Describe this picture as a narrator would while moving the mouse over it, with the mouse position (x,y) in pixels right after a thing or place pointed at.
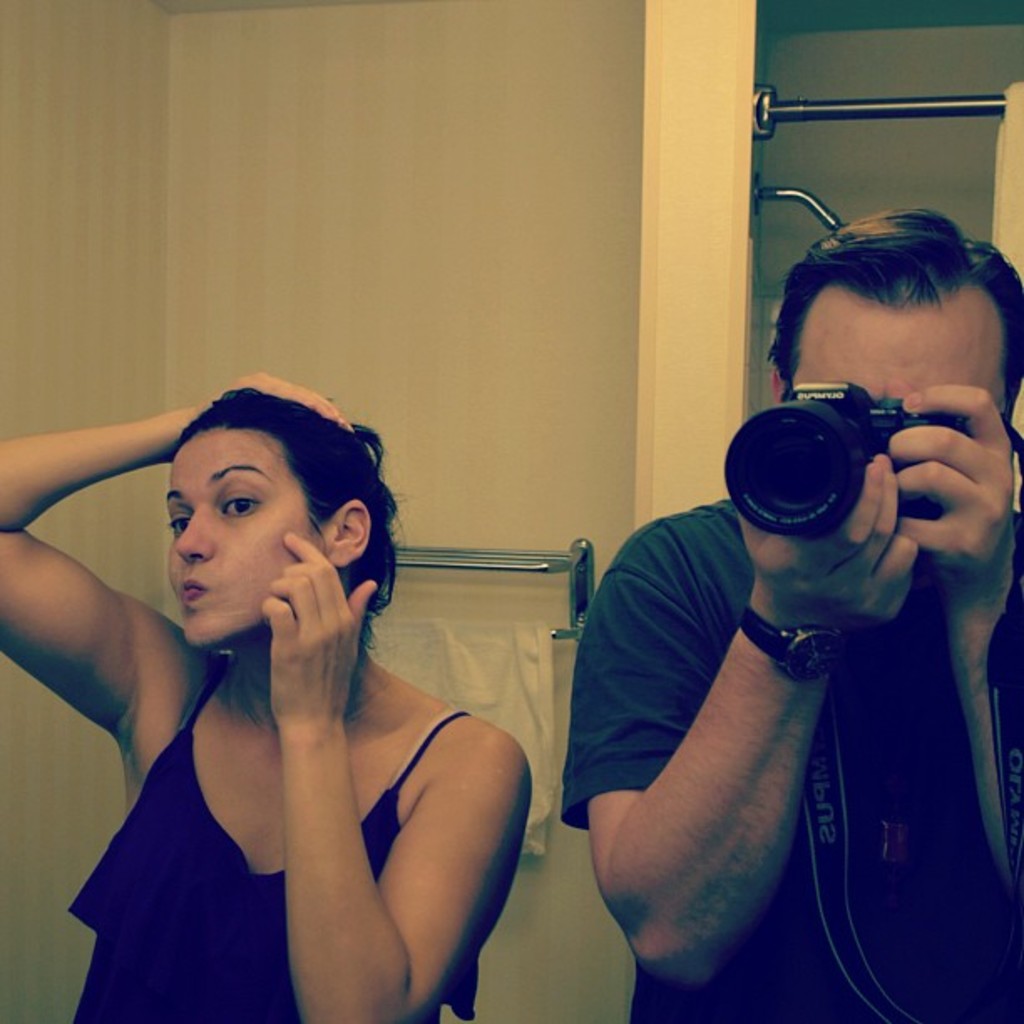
As we can see in the image there is a yellow color wall (532,413) and two people (586,775). The man (882,756) who is standing here is holding camera (776,482).
